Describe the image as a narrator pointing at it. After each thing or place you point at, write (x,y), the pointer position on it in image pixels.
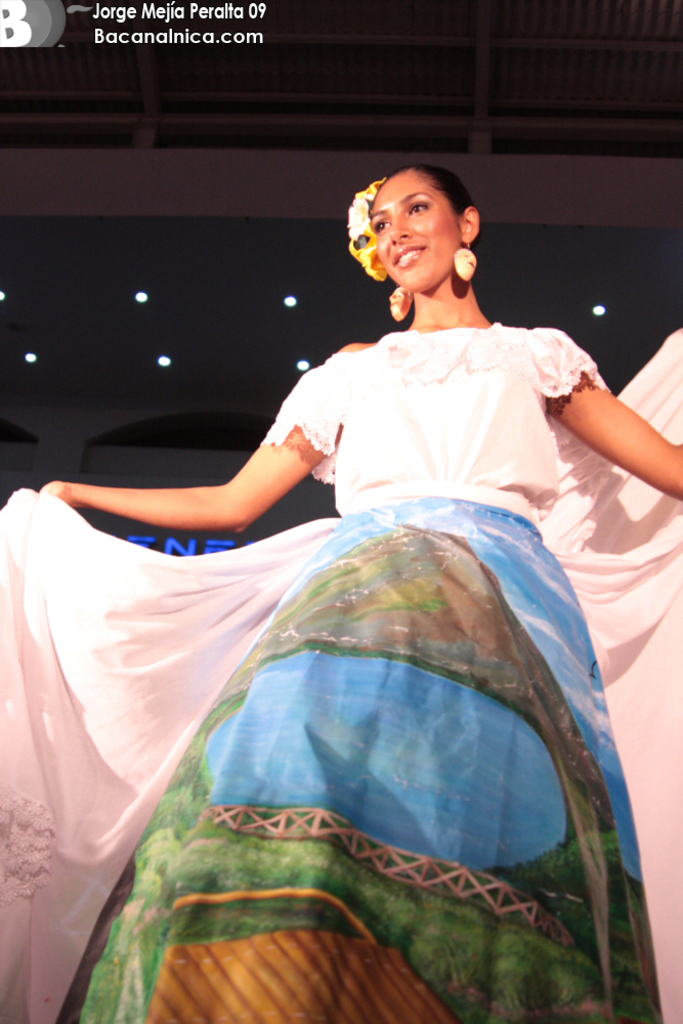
In this image I can see a woman (375,537) is standing, I can see she is wearing white and blue colour dress (354,662). I can also see smile (415,261) on her face (431,243) and in background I can see few lights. Here I can see watermark (25,42).
